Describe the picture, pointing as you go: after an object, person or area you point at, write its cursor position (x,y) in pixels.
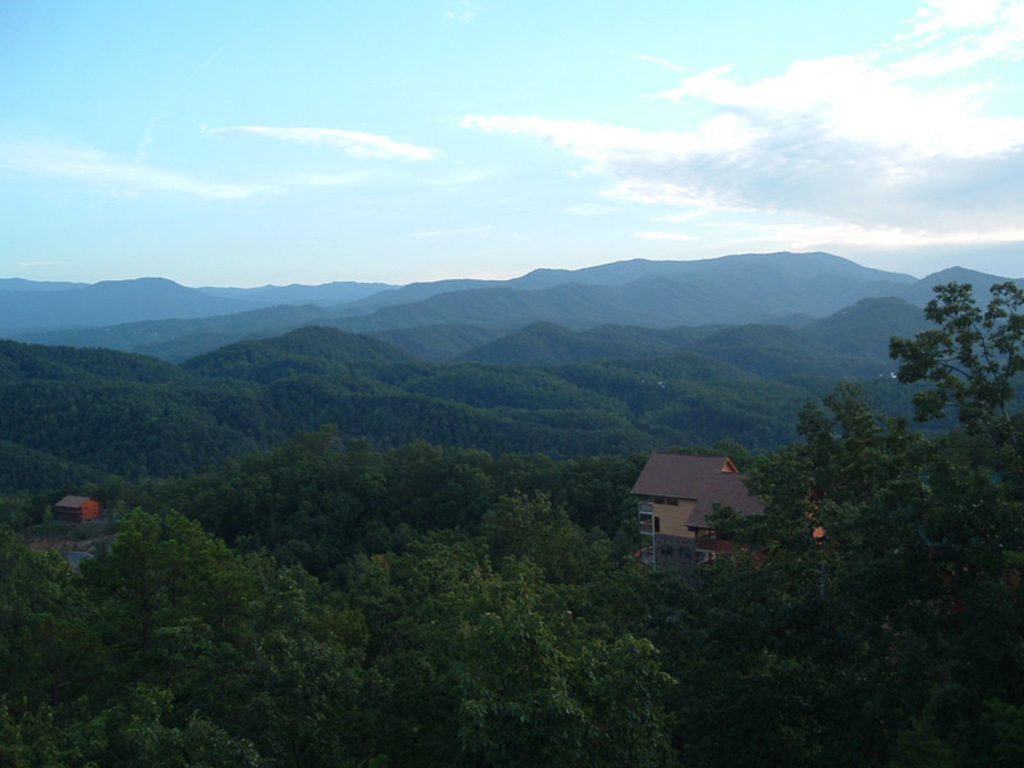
In this image there are trees (361,495), houses (698,476), mountains (294,342) and the sky (705,194).
